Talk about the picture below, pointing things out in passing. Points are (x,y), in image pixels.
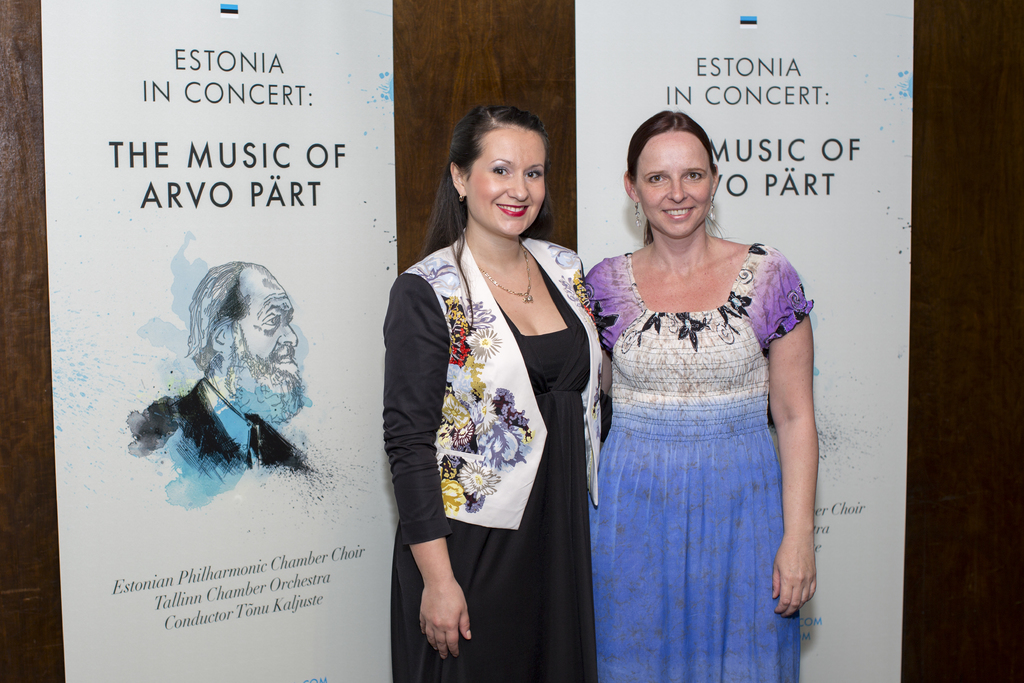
In this image I can see two women (558,369) are standing in the front (647,263) and I can also see smile on their faces (492,214). I can see the left one (532,586) is wearing necklace (511,291). In the background (95,110) I can see two white colour boards (233,199) and on it I can see something is written.
